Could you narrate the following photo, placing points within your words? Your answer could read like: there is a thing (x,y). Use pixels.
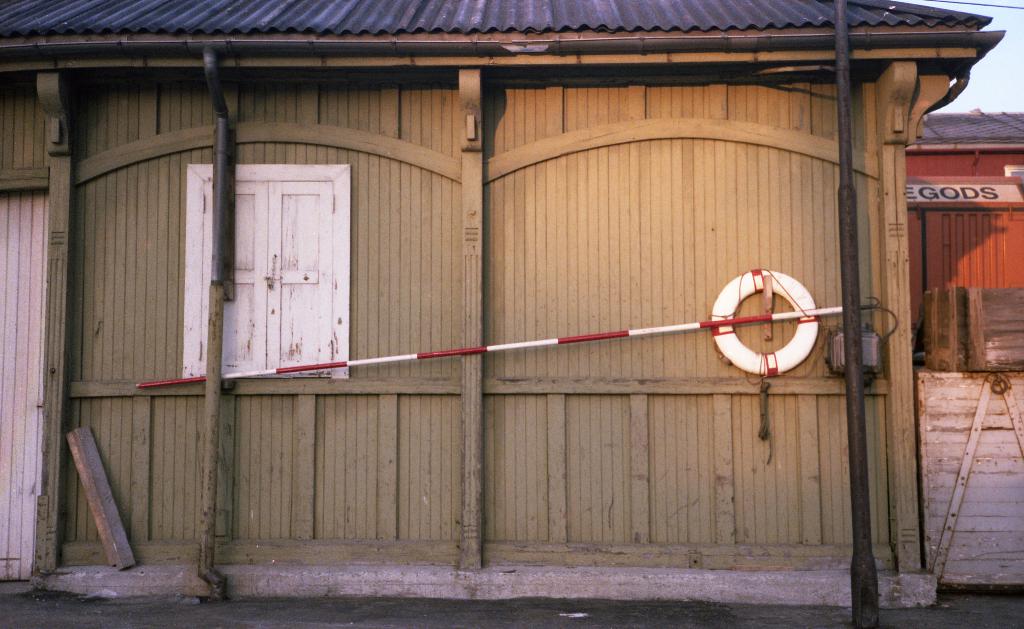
In front of the picture, we see a building (686,446) with a black color roof (677,6). We see the poles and a stick (467,353) in white and red color. Behind that, we see a white tube (761,282). We see the windows (262,208) in white color. At the bottom (394,614), we see the road (777,616). On the right side (990,514), we see a wooden table (959,433) on which a wooden object (950,354) is placed. Behind that, we see a building (975,242) in brown color with a black color roof (950,139). On top of the building (934,217), we see a board (982,195) in white color with some text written on it.
